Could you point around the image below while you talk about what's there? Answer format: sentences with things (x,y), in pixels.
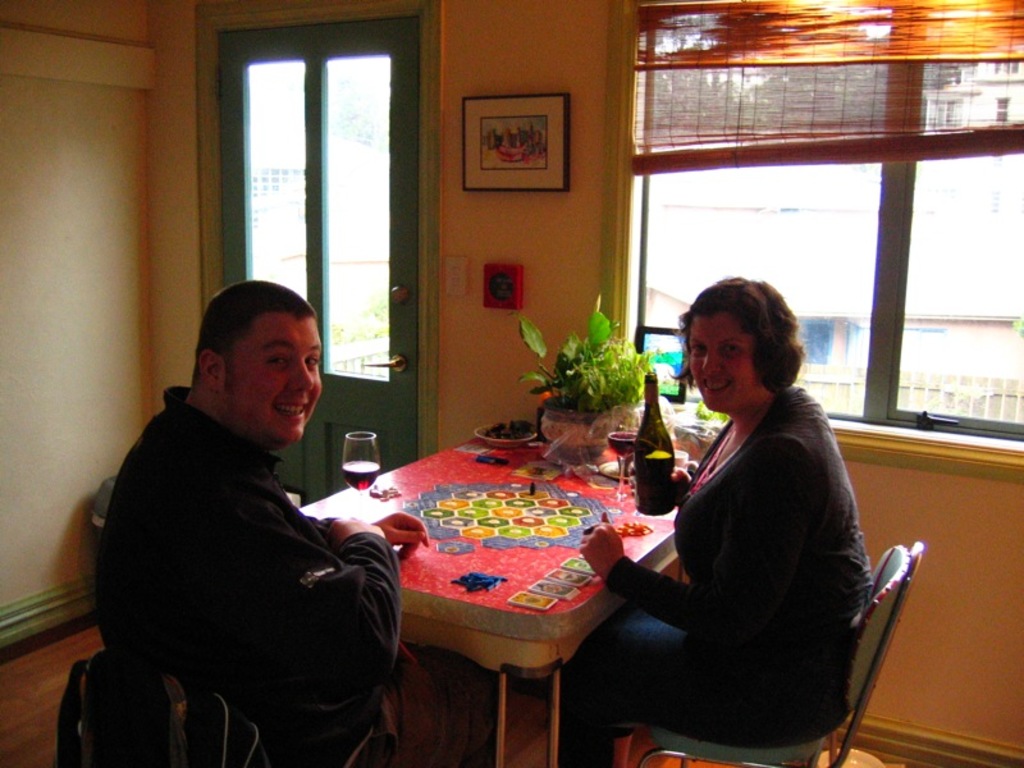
In this picture we can see one woman (722,534) is sitting on the chair (706,744) beside one man (270,607) sitting on the chair (143,689) in front of the table (536,550) on the table (579,626) we have some cards (538,583) and coins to solve the puzzle (518,516) and one flower vase (603,362) back side we can see wall (568,312) and one door (351,299) to the wall (579,111) there is a photo frame (516,161).
